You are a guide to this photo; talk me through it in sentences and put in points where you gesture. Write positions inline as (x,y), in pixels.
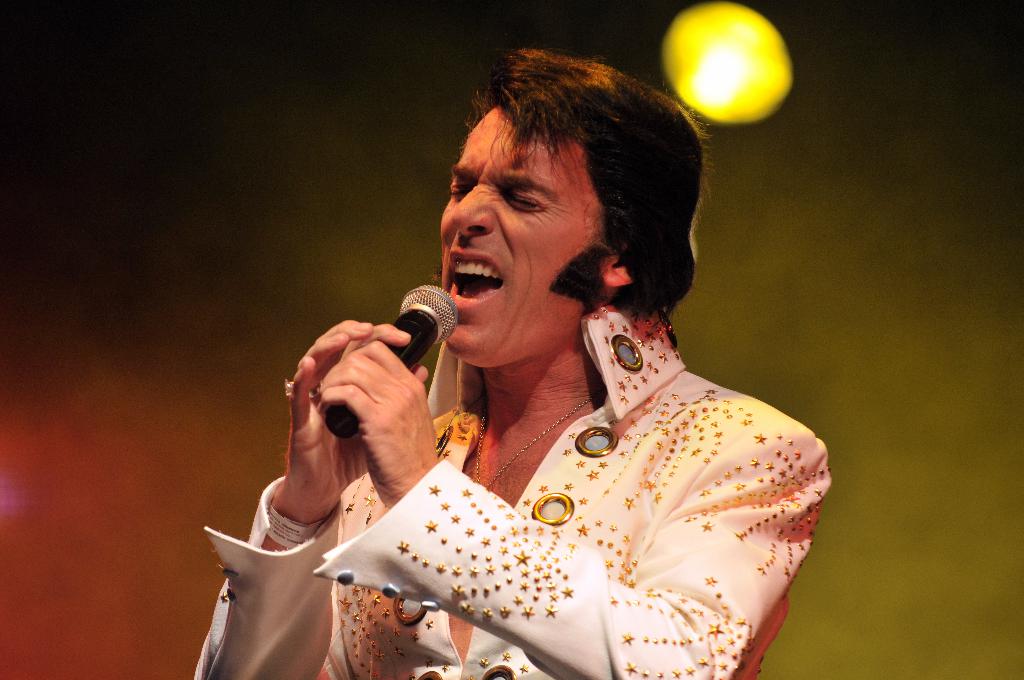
In the image we can see a man (626,470) wearing clothes (622,495), neck chain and the man (508,371) is singing. He is holding a microphone (416,356) in his hand (364,355), here we can see a light (723,48), yellow and white in color, and the background (901,406) is dark.
